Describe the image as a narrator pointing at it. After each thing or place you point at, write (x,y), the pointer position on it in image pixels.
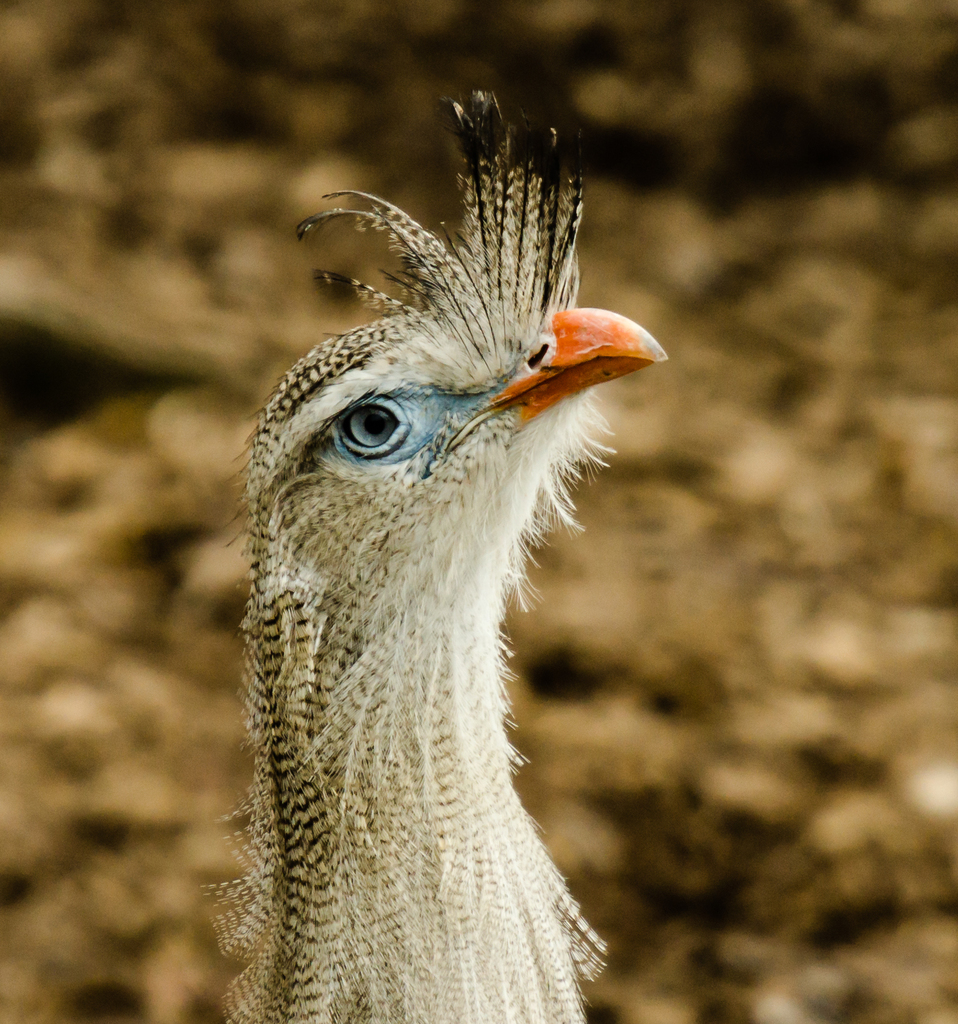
There is a bird (457,493) in white and black color combination. And the background (797,250) is blurred.
